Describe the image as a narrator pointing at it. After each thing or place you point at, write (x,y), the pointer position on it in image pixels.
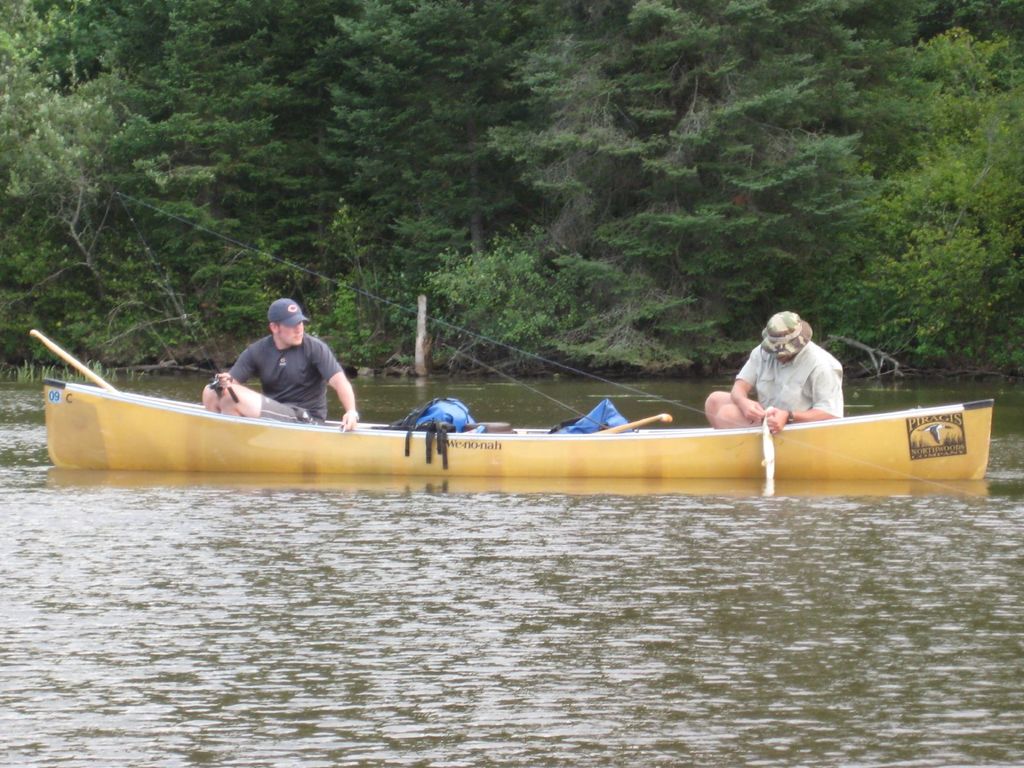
In the picture there is water (546,383), in the water (560,386), there is a boat (677,446), in the boat (352,455) there are two persons (301,346) sitting, they are wearing cap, there is a bag (421,415), there are trees (359,331).
